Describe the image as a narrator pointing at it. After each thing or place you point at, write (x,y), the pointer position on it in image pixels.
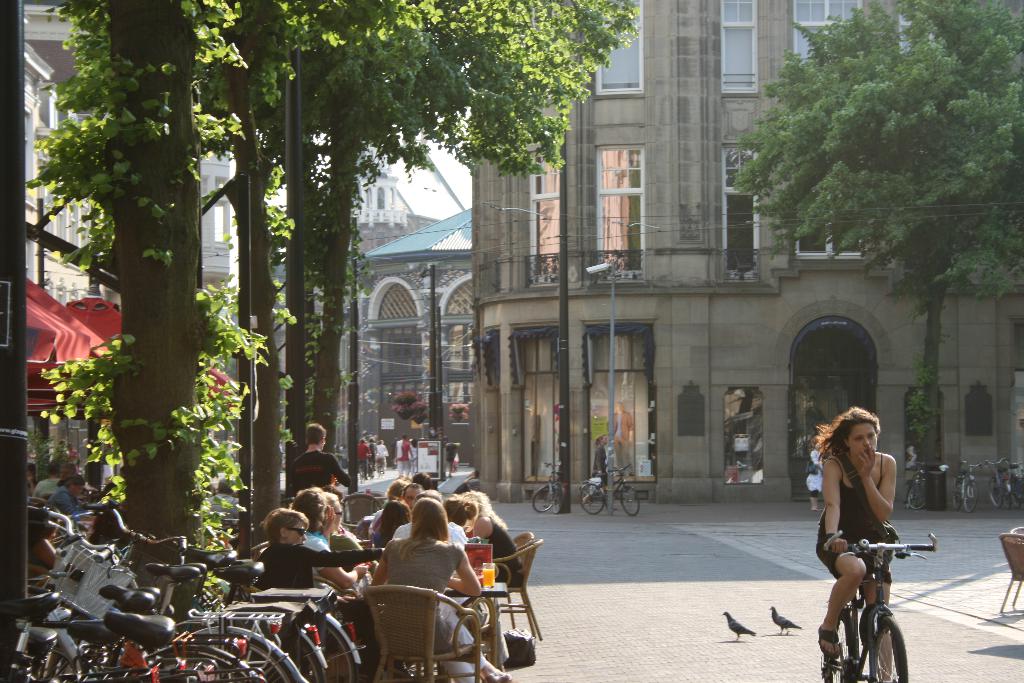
The photo is taken on a road (756,615). On the left (165,666) there are few cycle (173,611), beside it few people (371,573) are sitting on chair (419,619) there are few tables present there. In the right (881,525) a lady (858,580) is riding a cycle (864,644). there are few trees (272,174) in the left (194,115). In the background (696,9) there is building (685,283), tree (903,192), few more cycles (995,482). There are two birds (746,630) in the middle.
